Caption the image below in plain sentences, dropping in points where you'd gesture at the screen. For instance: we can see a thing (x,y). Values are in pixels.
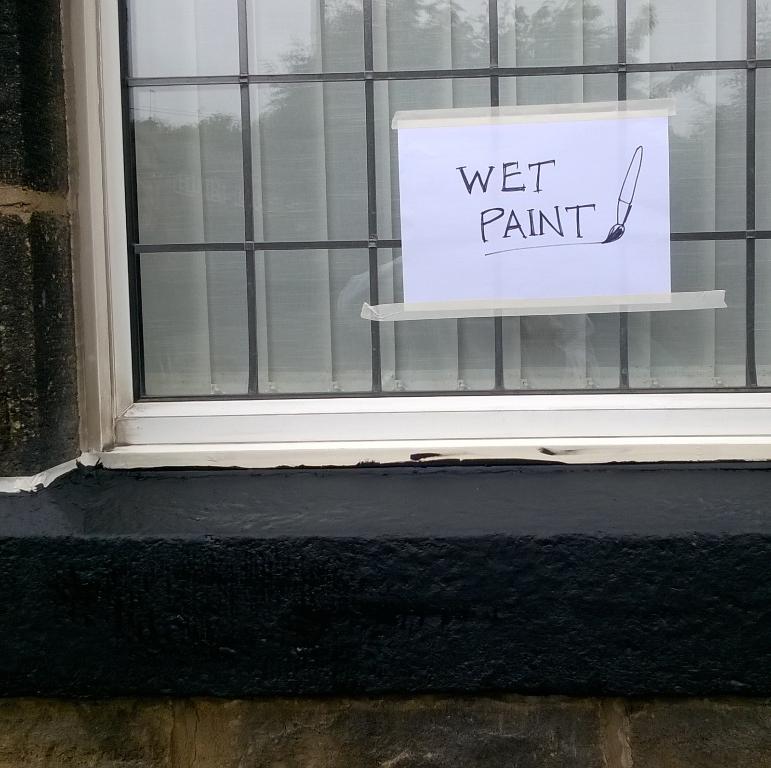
In this picture we can see a window (746,101) with a curtain (325,16), paper (541,132) with some text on it and wall (479,632).
